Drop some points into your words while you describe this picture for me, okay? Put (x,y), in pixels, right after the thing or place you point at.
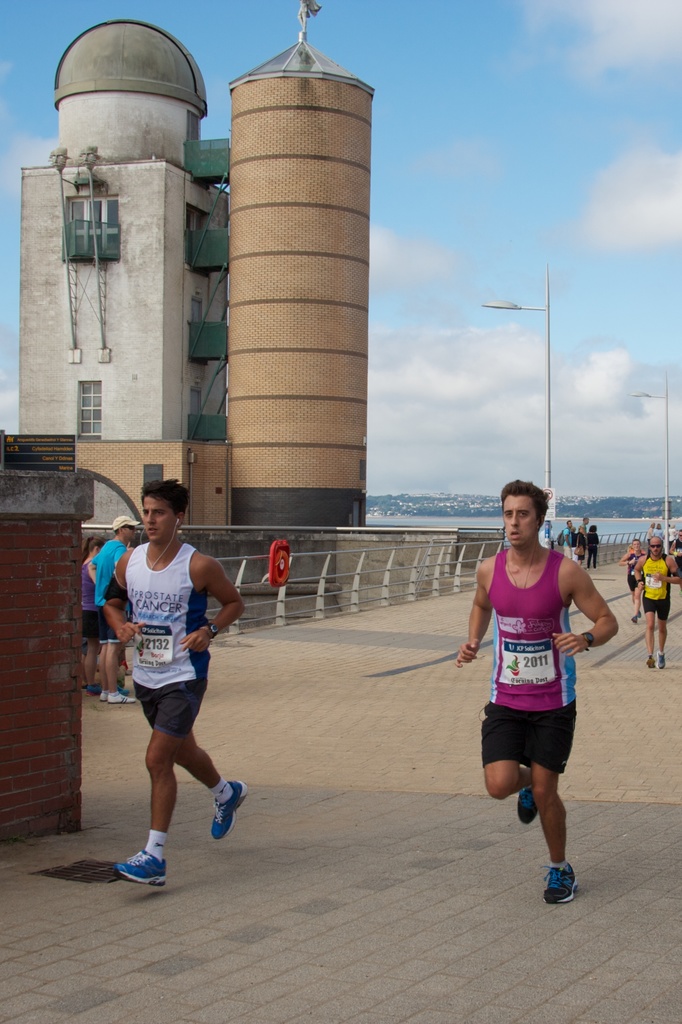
As we can see in the image there are buildings (243,289), street lamp (546,298), few people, fence (410,594), sky (432,220) and clouds (555,365).
